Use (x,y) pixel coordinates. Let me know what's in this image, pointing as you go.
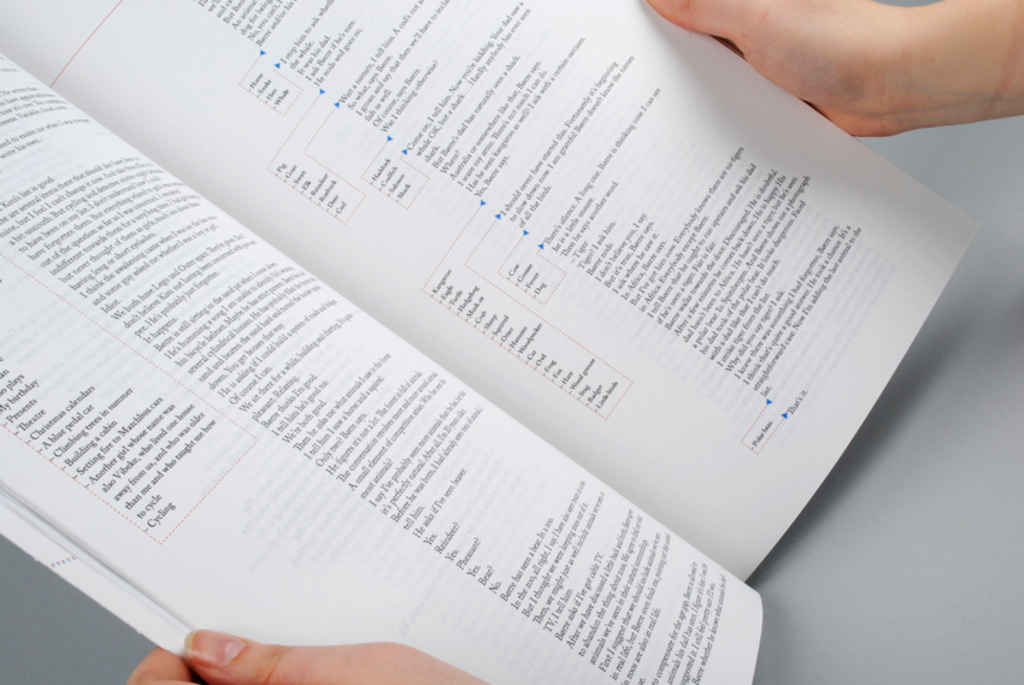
A person (795,71) is holding an open book (420,527).
